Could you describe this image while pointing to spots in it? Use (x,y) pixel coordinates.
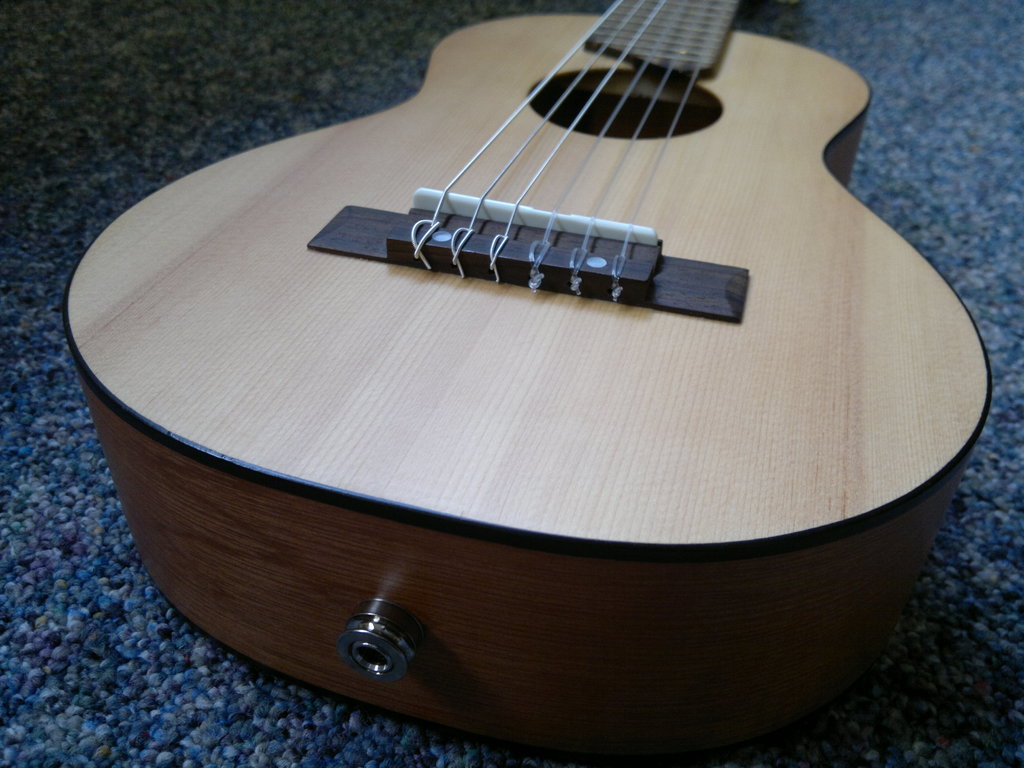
This is a guitar (233,195).
